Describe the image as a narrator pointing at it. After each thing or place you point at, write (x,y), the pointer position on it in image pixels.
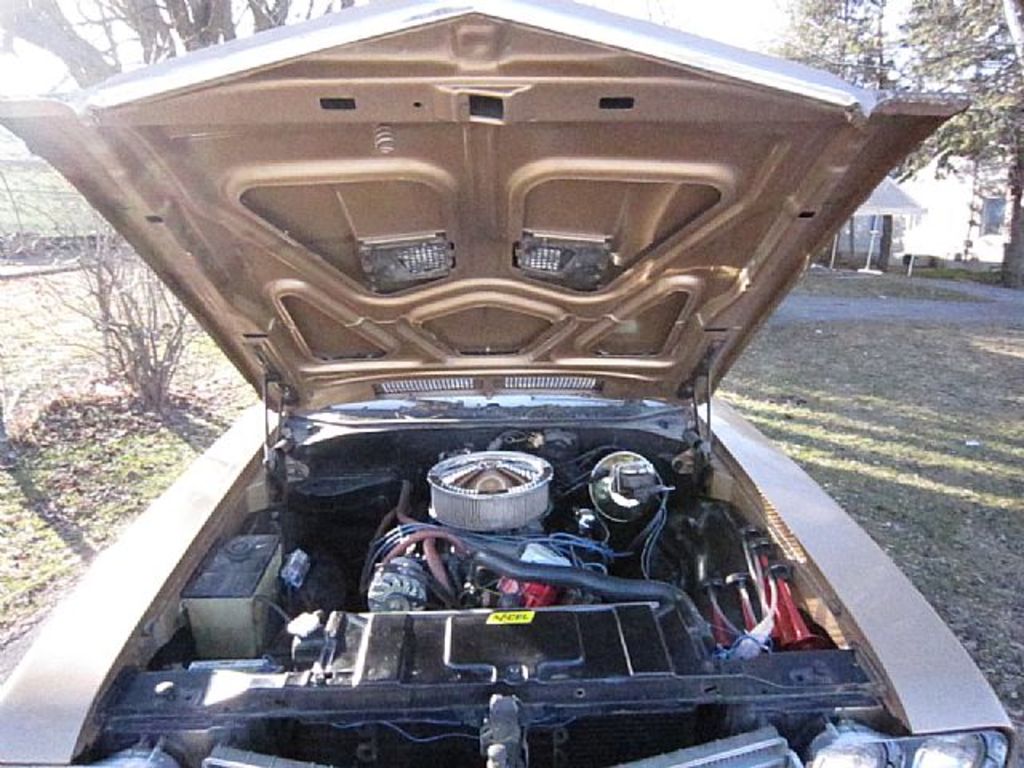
In this image, I can see a bonnet (243,264), engine (444,603), wires (604,544) and few other parts (547,670) of a vehicle (640,473). In the background (840,263), I can see trees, houses (923,200) and grass (936,468).
